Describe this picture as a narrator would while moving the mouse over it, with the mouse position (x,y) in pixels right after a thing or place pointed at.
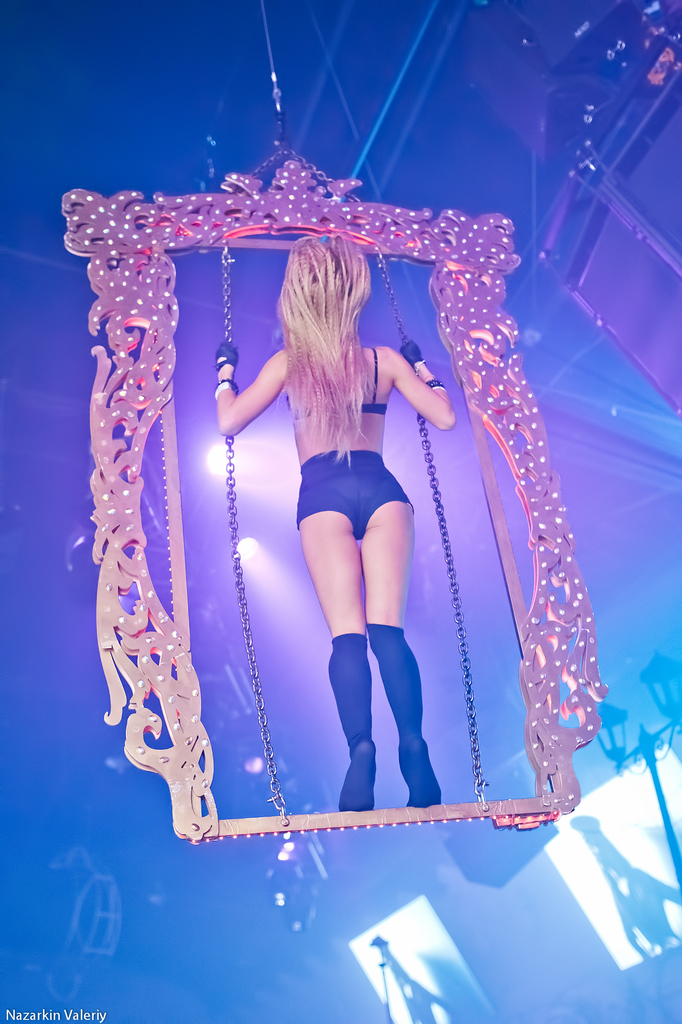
In this image there is a girl (323,369) standing on a metal structure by holding chains (243,591) is hanging from the top of the ceiling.
